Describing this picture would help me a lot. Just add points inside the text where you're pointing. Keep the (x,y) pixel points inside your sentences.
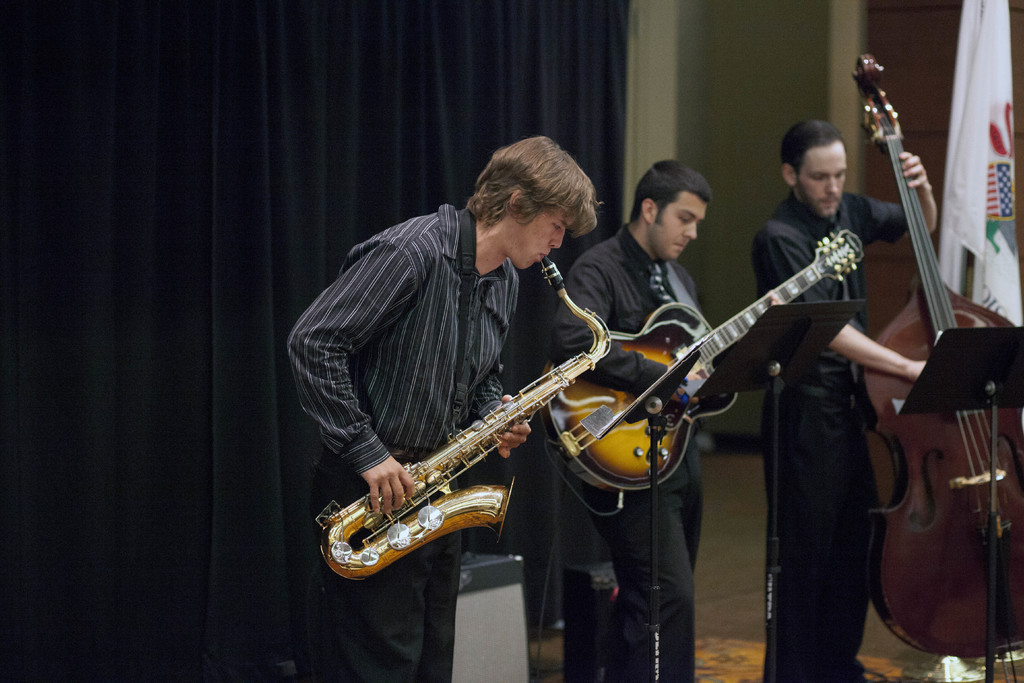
In the picture we can see three men (490,347) are standing and playing a musical instruments (472,448), one man (628,372) is playing a guitar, and one man (465,479) is playing other instruments of music (462,463), and background (754,77) there is a blue color curtain (424,128), and a wall (733,90), and just beside to it there is a white color flag (982,20).
